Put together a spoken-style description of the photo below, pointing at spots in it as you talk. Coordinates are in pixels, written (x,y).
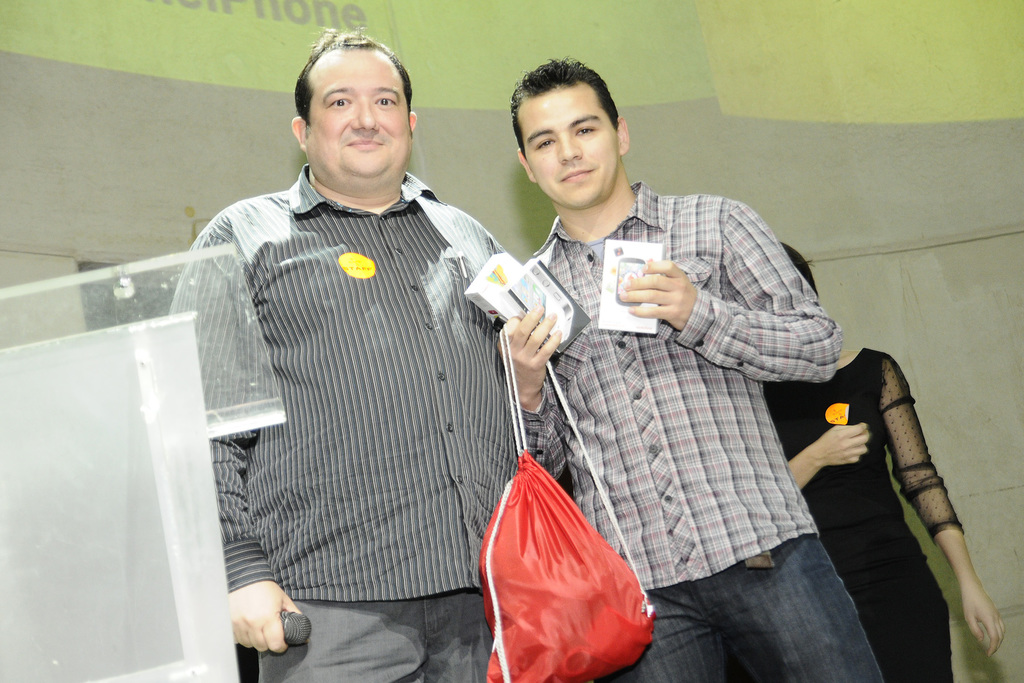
There are two men (402,308) standing. One person (323,495) is holding a mic (295,623) and another person (554,414) is holding a bag (526,479) and boxes (539,271). In the back (842,449) there's a lady (844,539). Also there is a wall (250,96). On the left side (72,416) there is a podium (102,590).
